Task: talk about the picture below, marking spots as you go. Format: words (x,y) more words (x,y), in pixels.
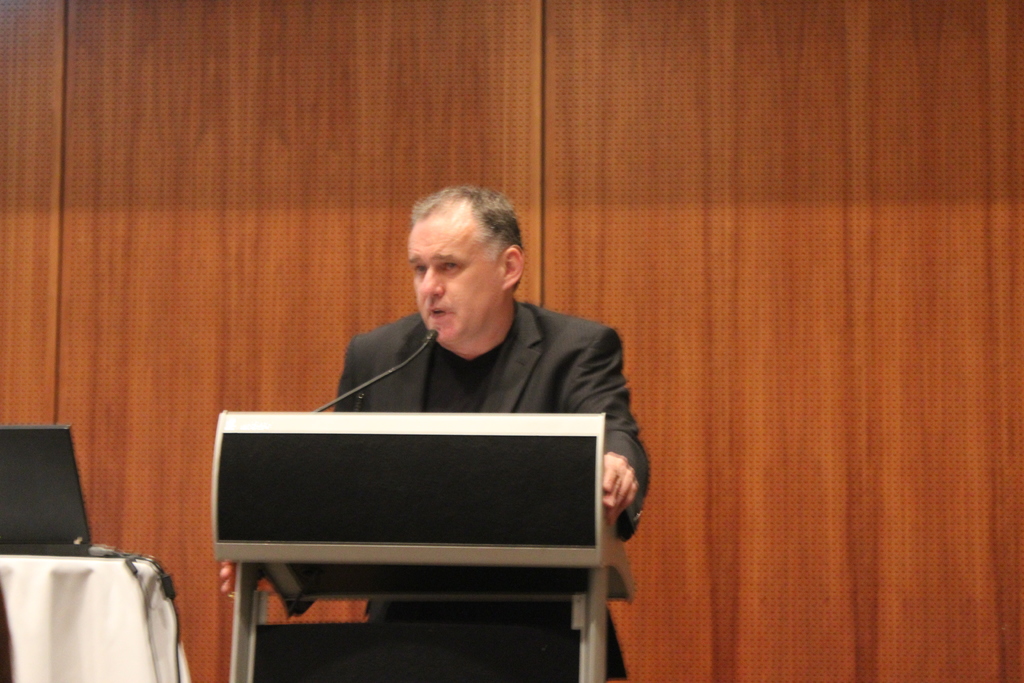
In this image there is a man (468,348) standing near the podium (408,464) and speaking in the mic (411,360). In the background (401,149) there is a wooden wall (279,118). On the left side (65,572) there is a table (63,596) on which there is a laptop (72,520) with the wires (176,640).
